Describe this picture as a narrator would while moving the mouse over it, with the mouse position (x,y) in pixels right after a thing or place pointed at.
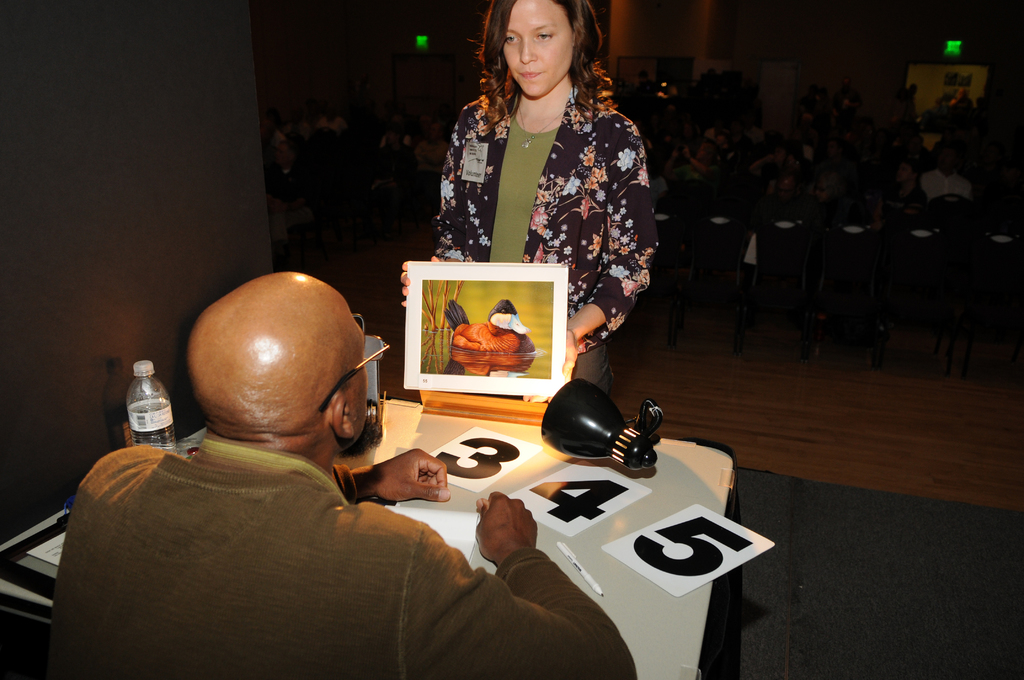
In this picture I can observe a man (285,553) sitting in front of a table (617,608). In front of the man (259,422) there is a woman (540,179) standing holding a photo frame (477,310) in her hand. I can observe water bottle (137,404) on the table (493,483). The background (690,78) is partially dark.
